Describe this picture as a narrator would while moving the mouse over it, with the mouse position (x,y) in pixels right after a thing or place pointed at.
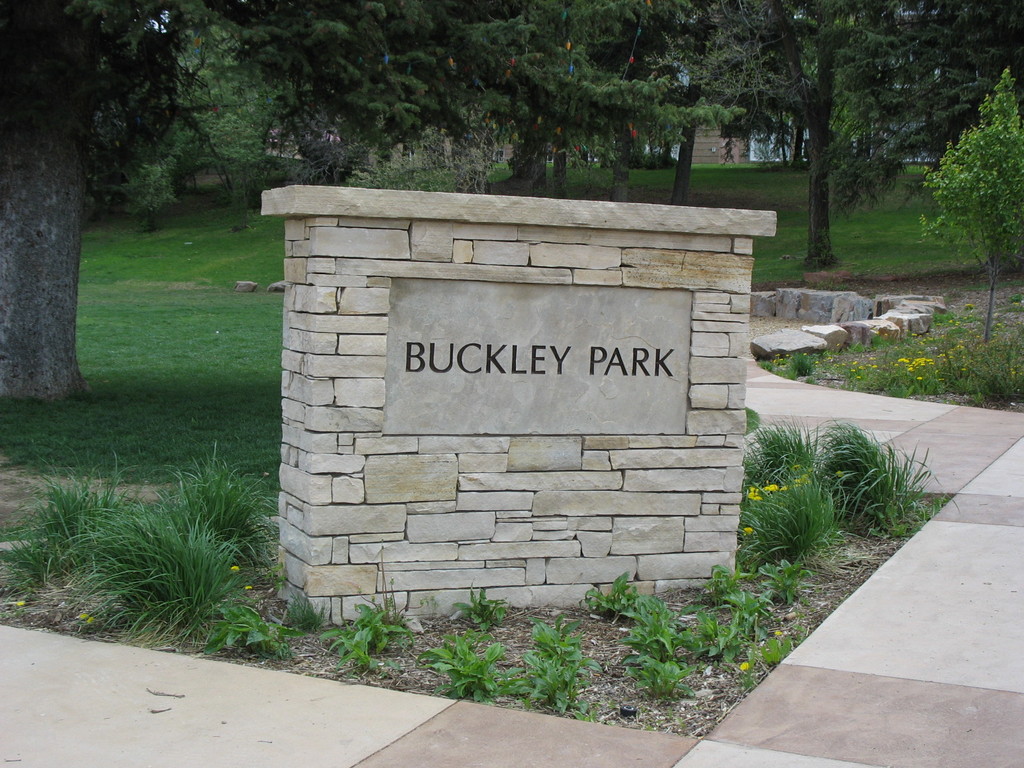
In this picture I can see there is a nameplate (353,611) and there is a walk way (107,682). There is grass (151,556) and rocks (868,303) and there are trees (724,115), and there is a building (753,151) in the backdrop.
